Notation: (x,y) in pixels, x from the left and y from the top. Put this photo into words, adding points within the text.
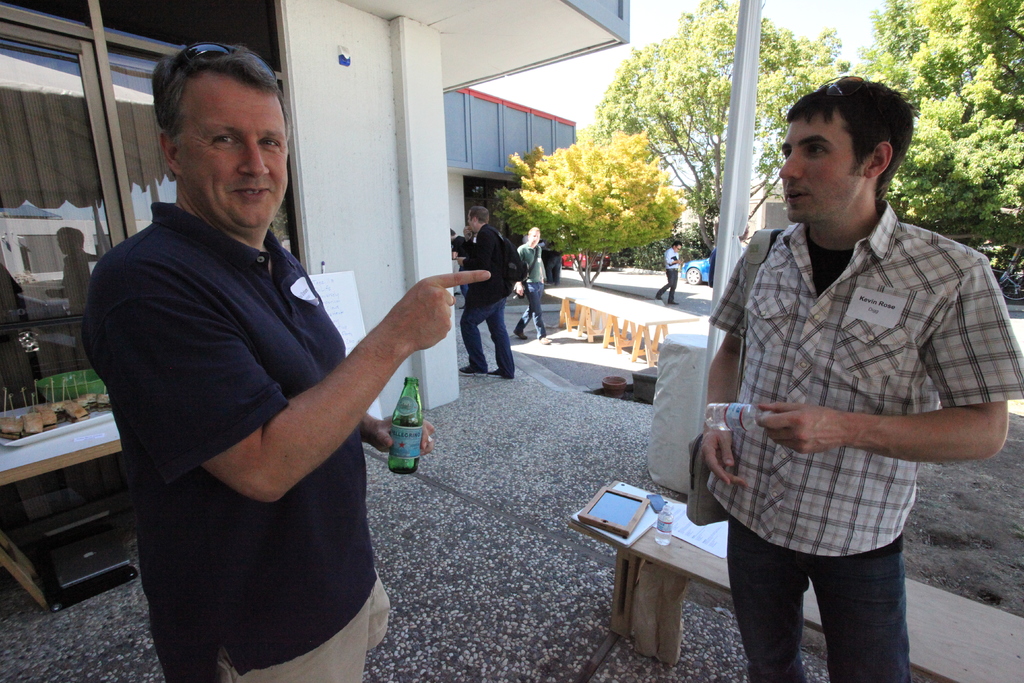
In this picture there are group of person (502,343) standing. The man (288,377) at the left side (262,410) wearing blue colour t-shirt (228,374) is having smile on his face (240,180) and holding a bottle (400,437) in his hand (387,440). The man (836,374) at the right side (823,407) is standing and holding a bottle (740,429) in his hand (769,434). In the background (513,285) there are persons (498,268) standing and walking. There are some trees (959,129), sky (851,25), building (505,109), wall (413,147), windows (139,158), bench (678,561) and on the bench (695,554) there are papers (675,516), bottle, frame (615,514).
